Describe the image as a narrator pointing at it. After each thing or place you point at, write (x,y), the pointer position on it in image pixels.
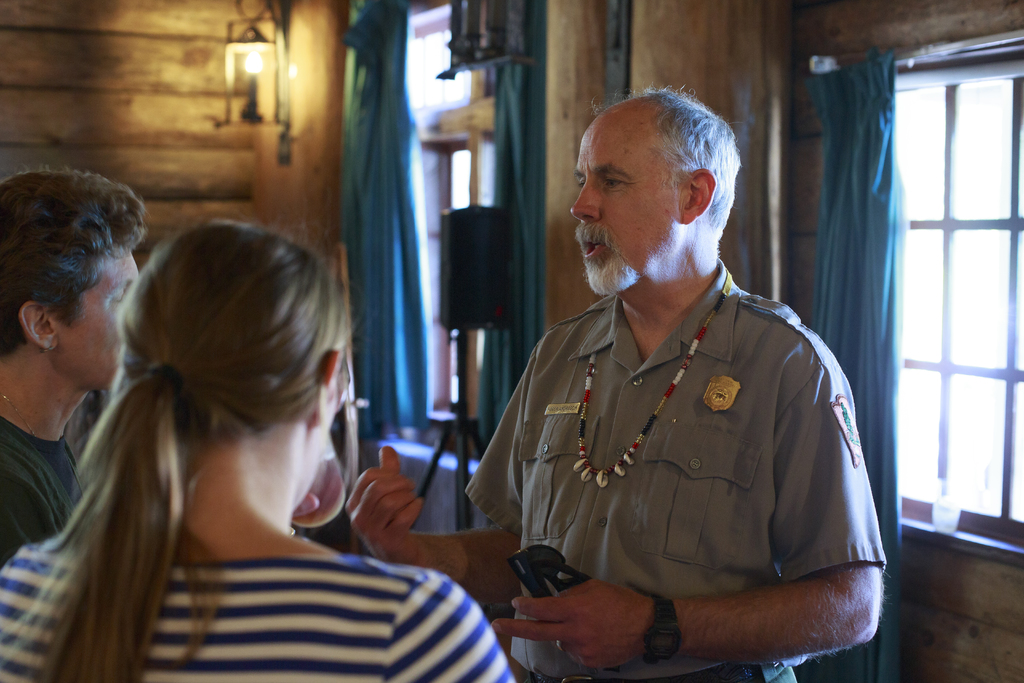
In this image in the front (200,380) there are persons (505,487) standing. In the background (376,133) there are curtains (399,193), windows (445,362), lights (228,77) and there is an object (460,323) which is black in colour and there is a wooden wall (198,110).
